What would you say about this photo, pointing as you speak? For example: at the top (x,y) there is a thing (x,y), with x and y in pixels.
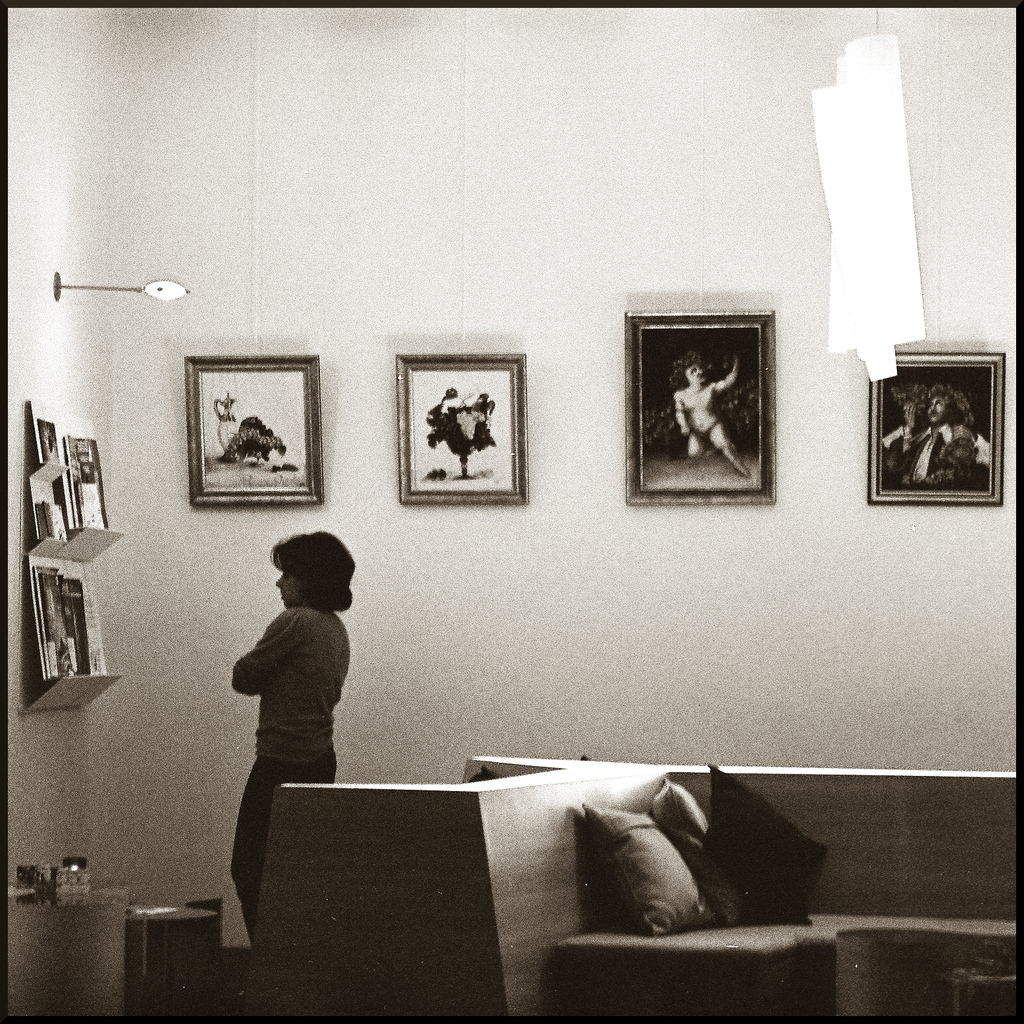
In the image there is sofa (886,856) in the front (648,847) with pillows (708,869) on it and on left side (320,655) there is a woman (298,663) standing and looking at the books (64,591) on the shelves (64,466), on the back wall (285,408) there are photographs (460,440) on it, this is a black and white picture, on the left side wall (49,281) there is light (167,299).
